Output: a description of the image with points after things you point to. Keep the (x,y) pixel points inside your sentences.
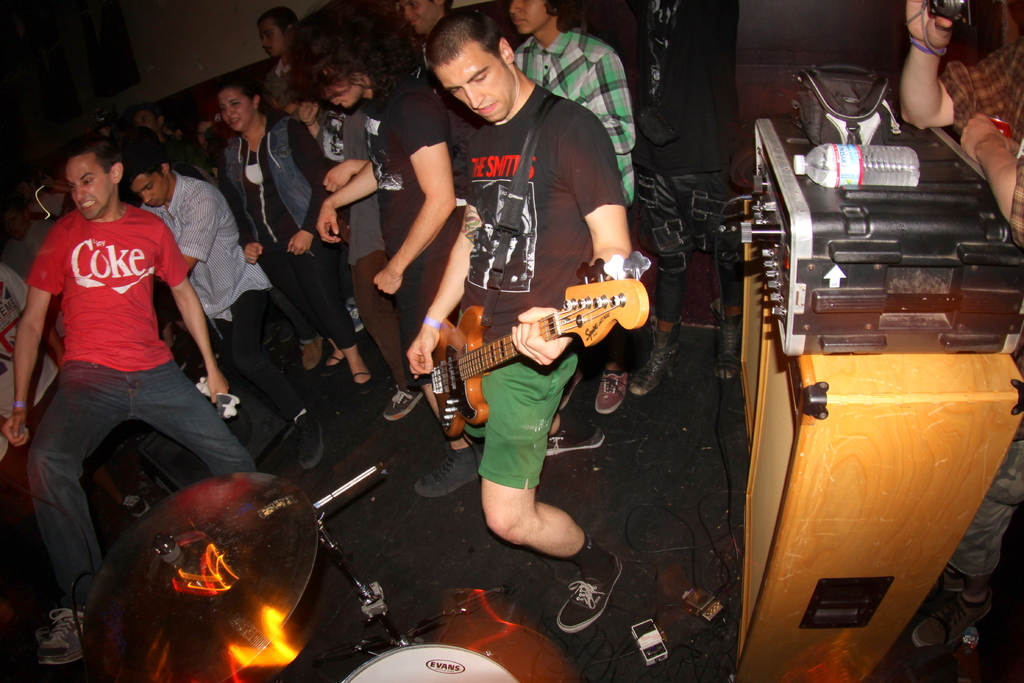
In the image we can see there is a person (500,250) who is standing and holding guitar (472,397) in their hand (523,353) and there are the people (162,170) who are standing and on the speaker (893,399) there is dj box (828,218) on which there is water bottle (828,158) and bag (835,99) and on the ground (341,661) there is drums (261,530) and there are wires (683,609) and connection fittings (701,599) and there are speakers (774,548).
